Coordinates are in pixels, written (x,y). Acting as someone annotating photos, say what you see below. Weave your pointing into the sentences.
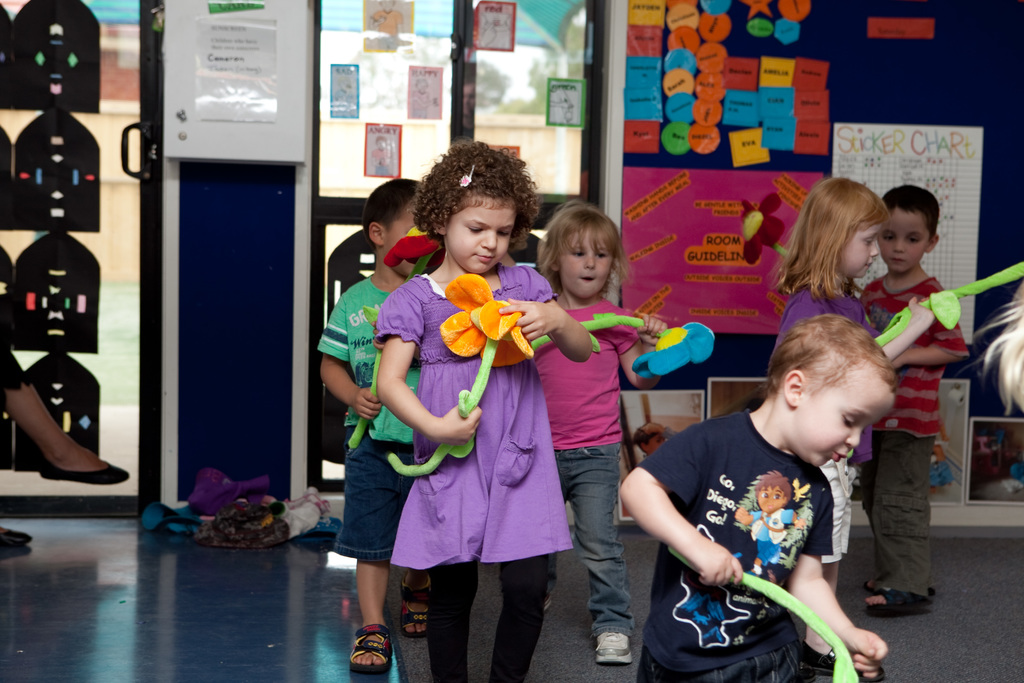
In the image there are few kids (494,432) standing on the floor (963,656) playing with toys (510,352) and behind them there is wall (776,160) with sticky notes (770,120) and charts (685,201) all over it.
